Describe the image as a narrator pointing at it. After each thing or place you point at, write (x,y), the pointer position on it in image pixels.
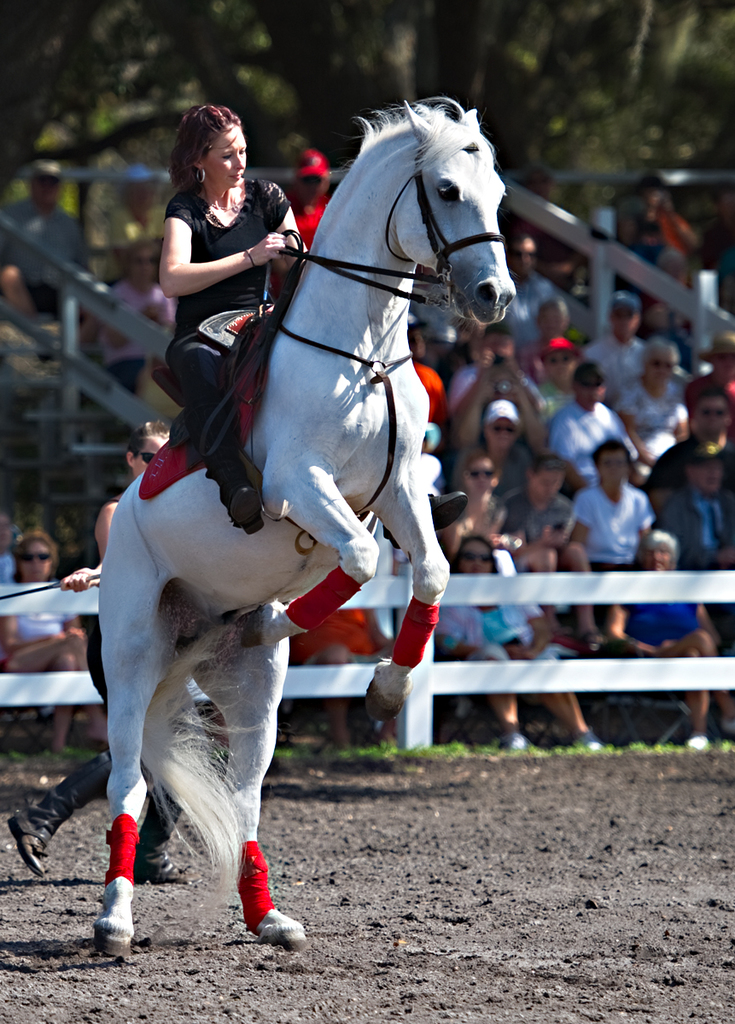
This image is taken in outdoors. In the middle of the image (418,478) a woman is sitting on the horse (345,378) and riding it, back of them there is a railing (715,667). At the background (24,659) there were few trees (166,46) and few people (483,542) were sitting. At the top of the image (8,76) there is a tree (134,121). In the bottom of the image (436,885) there is a ground (411,905).
